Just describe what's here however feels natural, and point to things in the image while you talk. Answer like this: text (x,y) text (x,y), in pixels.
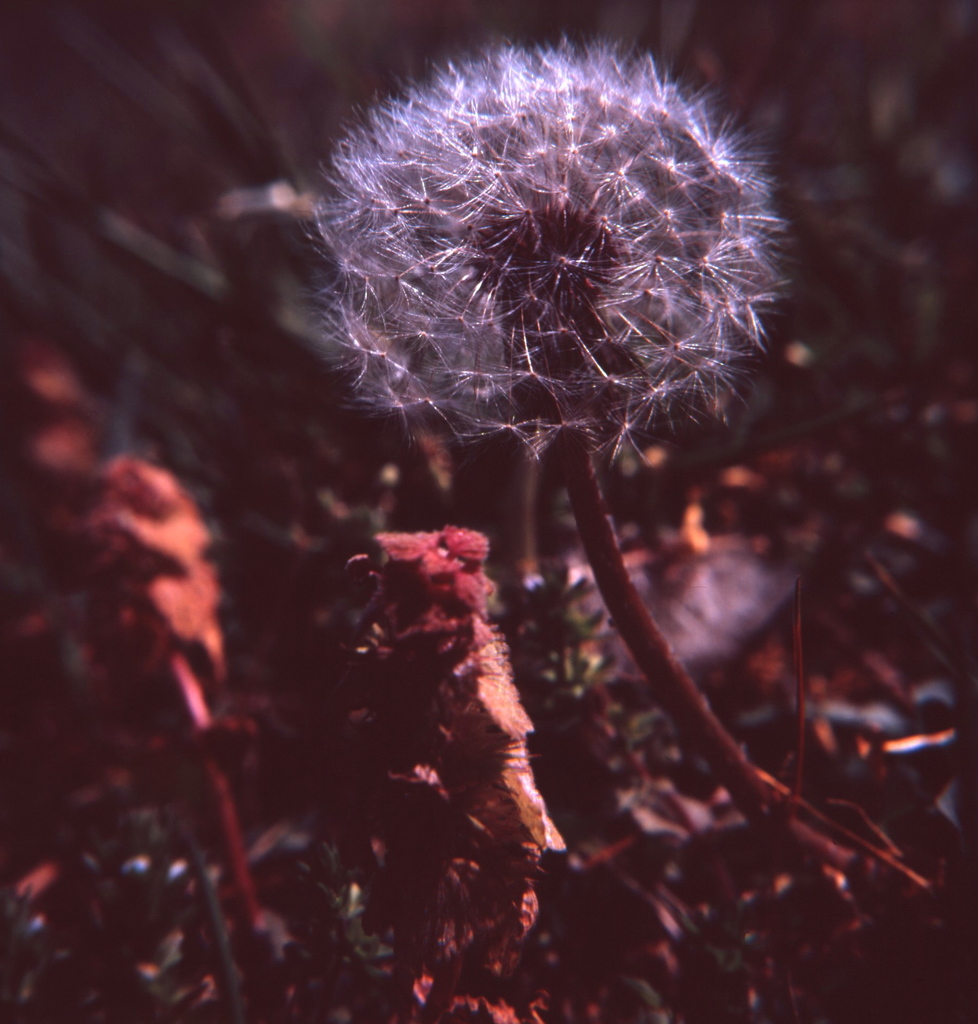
In this image I can see it looks like a flower (644,307) and the background (170,26) is in dark.
